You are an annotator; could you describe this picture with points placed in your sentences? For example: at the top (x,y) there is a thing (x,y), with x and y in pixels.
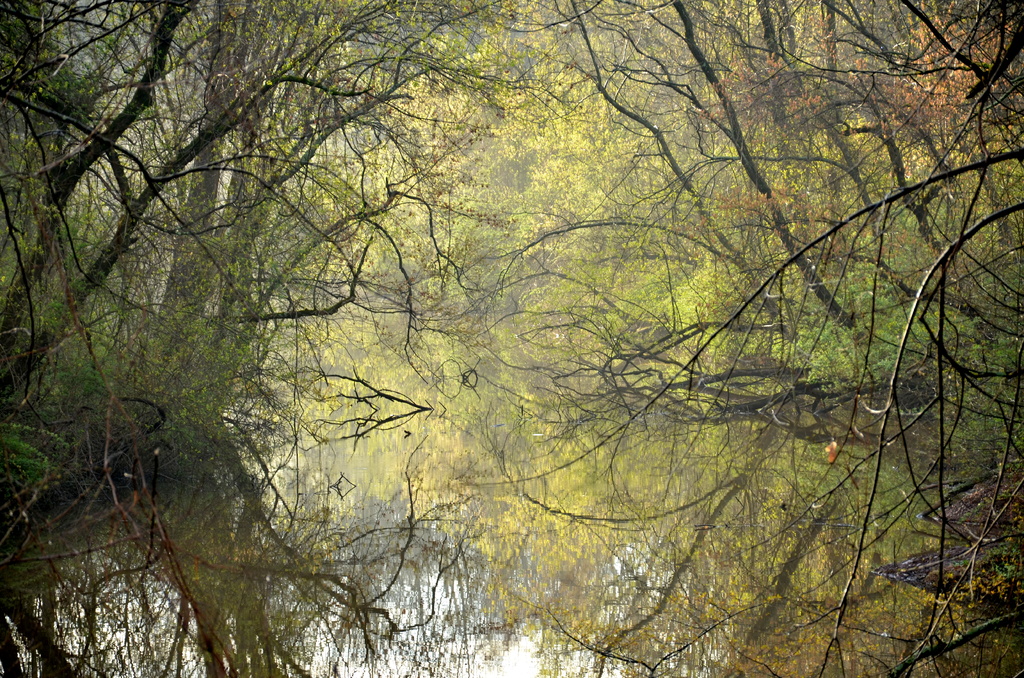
In this picture we can see a group of trees (541,208).
